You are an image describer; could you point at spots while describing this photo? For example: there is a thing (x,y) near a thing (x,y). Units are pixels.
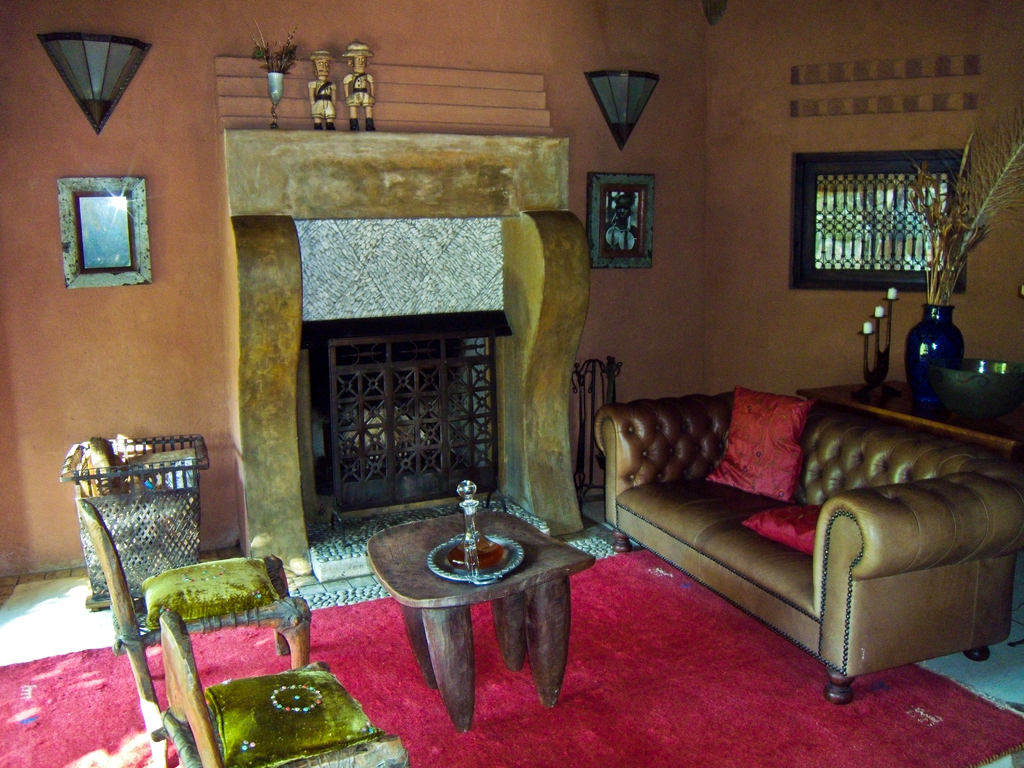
As we can see in a picture there are two chairs (269,602), a sofa (713,533) and a table (496,590). The carpet (635,688) in red color. There is a frame (628,236) on a wall (602,277).
